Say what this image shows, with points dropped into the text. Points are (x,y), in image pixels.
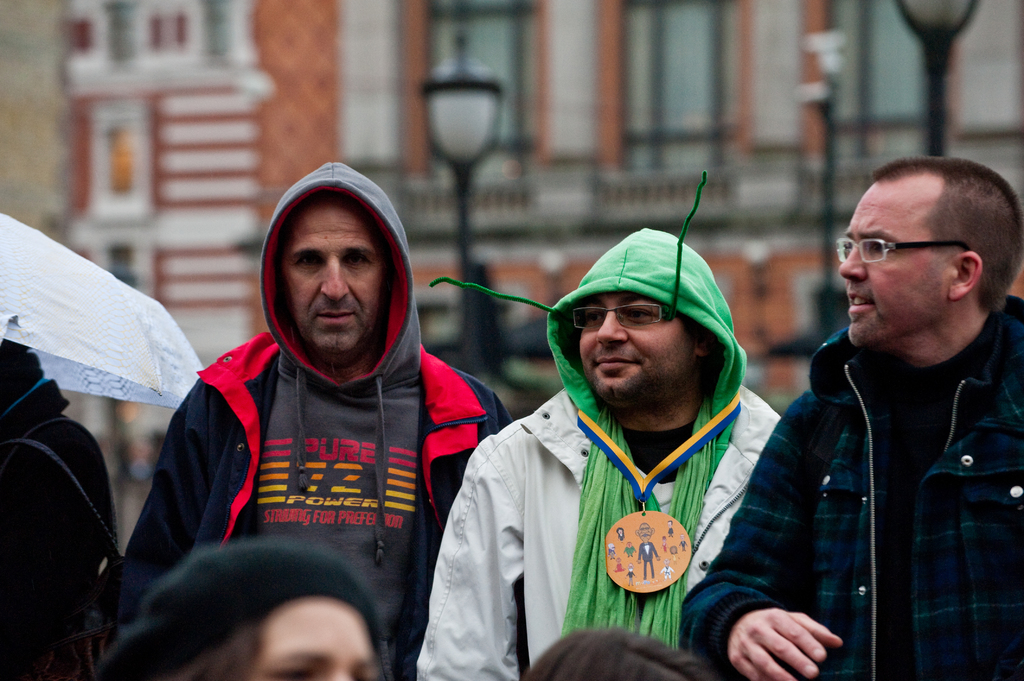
In this picture I can see three persons (646,455) standing, there is another person (37,485) holding an umbrella (24,267), there are two person's heads (207,619), and in the background (704,107) there are poles (922,47), lights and a building (500,203).
